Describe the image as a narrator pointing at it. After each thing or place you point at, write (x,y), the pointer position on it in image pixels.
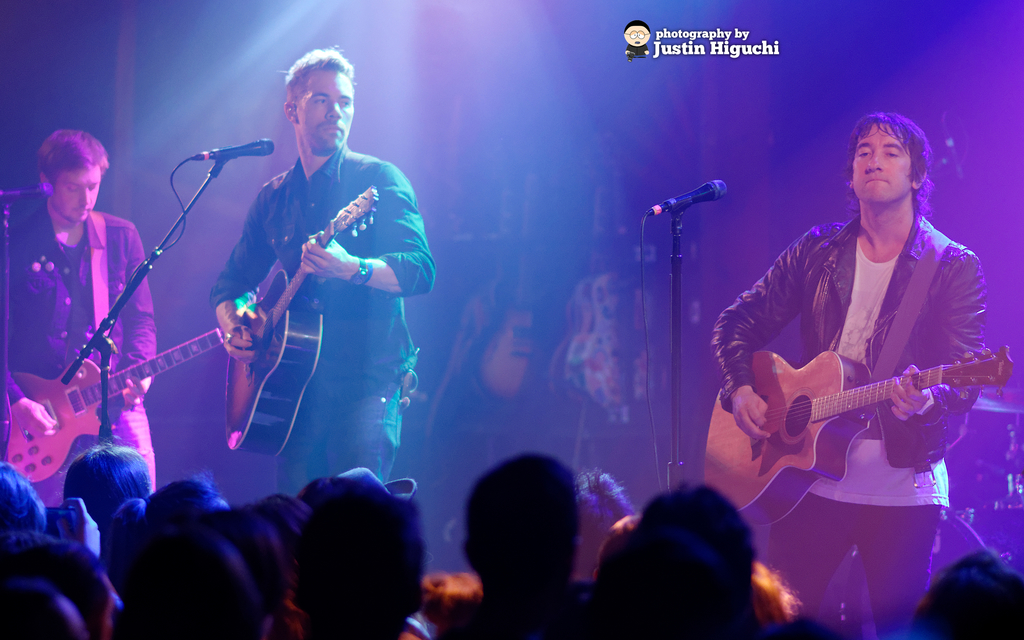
There is a group of people (745,413). The three persons (757,420) are standing on a stage (479,410). They are playing a musical instruments (769,429). We can see in background (222,260) lights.
